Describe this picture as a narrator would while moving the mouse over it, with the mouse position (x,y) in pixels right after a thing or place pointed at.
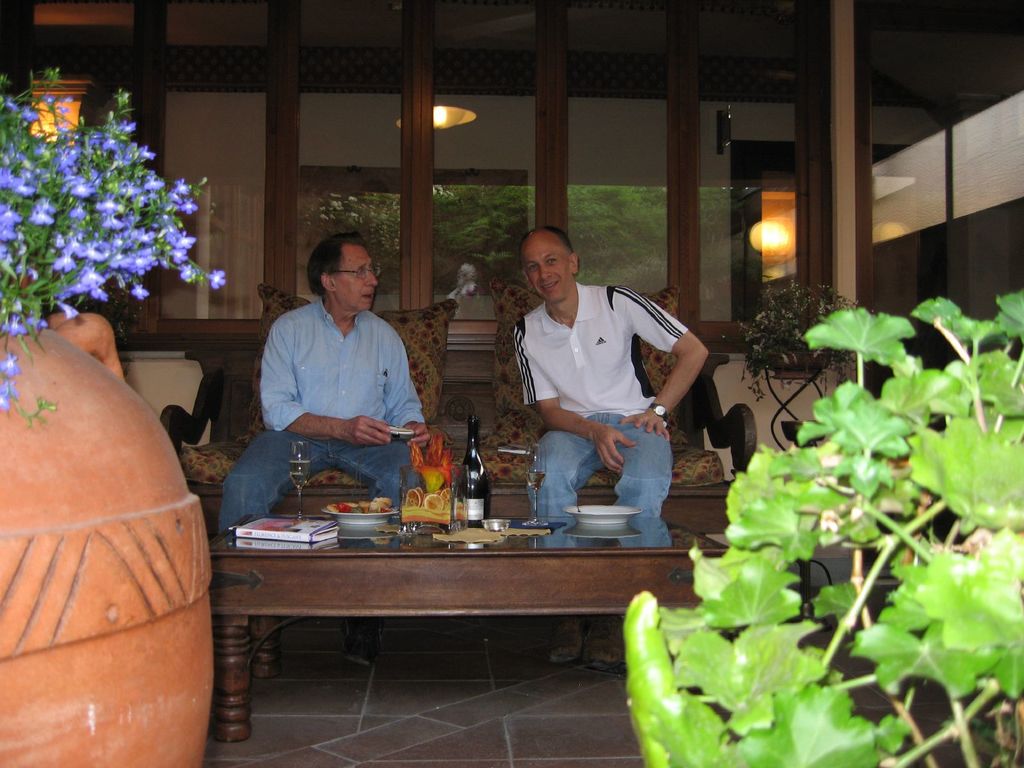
Here we can see two men (599,413) sitting on chairs (446,378) with a table (379,552) in front of them having a bottle of wine (479,465) and bowls of fruits (427,502) and books (319,540) present on it and in the front (140,182) we can see plants (140,158) present.
